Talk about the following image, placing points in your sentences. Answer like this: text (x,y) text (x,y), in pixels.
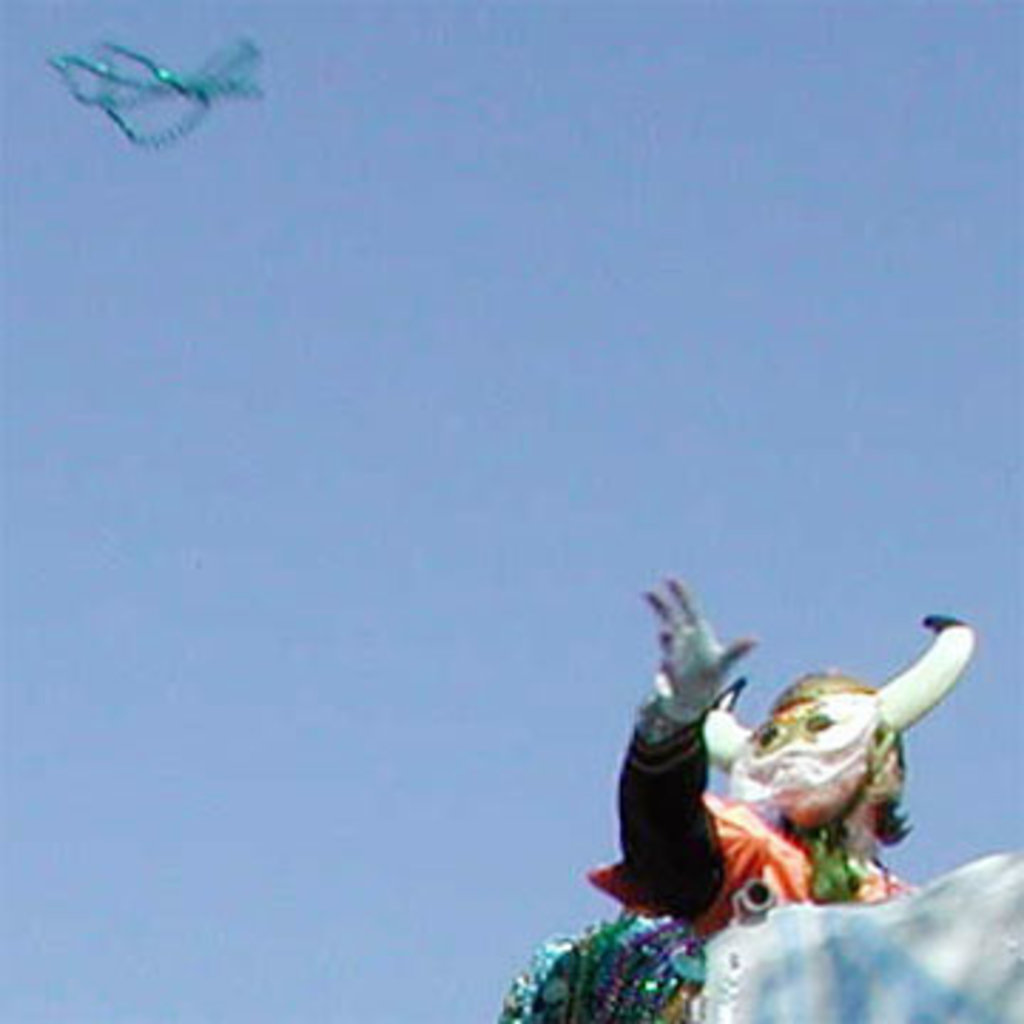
There is a person (763,867) wearing a costume (782,855). In the background (634,514) there is sky (683,434). In the left top corner (186,90) there is an object (168,77).
